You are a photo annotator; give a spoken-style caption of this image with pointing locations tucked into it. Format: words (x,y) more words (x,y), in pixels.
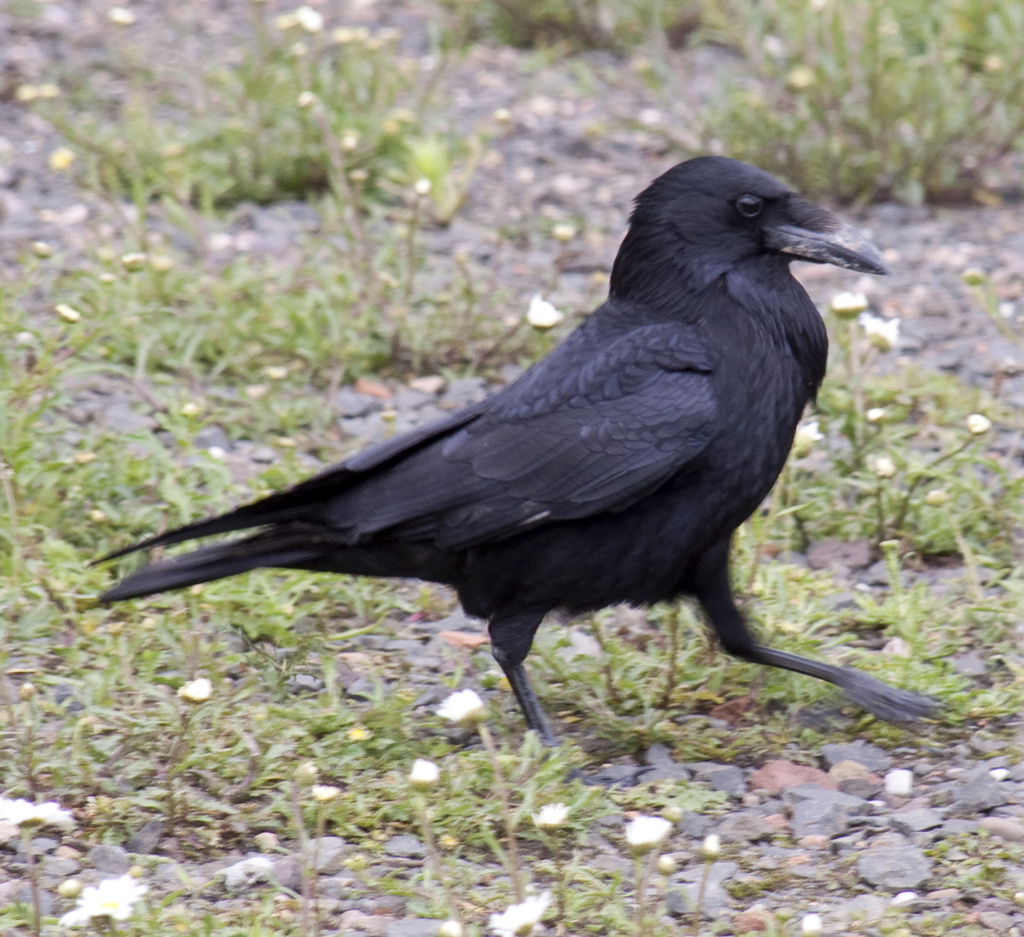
In this image there is a bird (642,587) walking on the ground (772,833). There are stones (834,822) and grass (176,335) on the ground (197,302).
